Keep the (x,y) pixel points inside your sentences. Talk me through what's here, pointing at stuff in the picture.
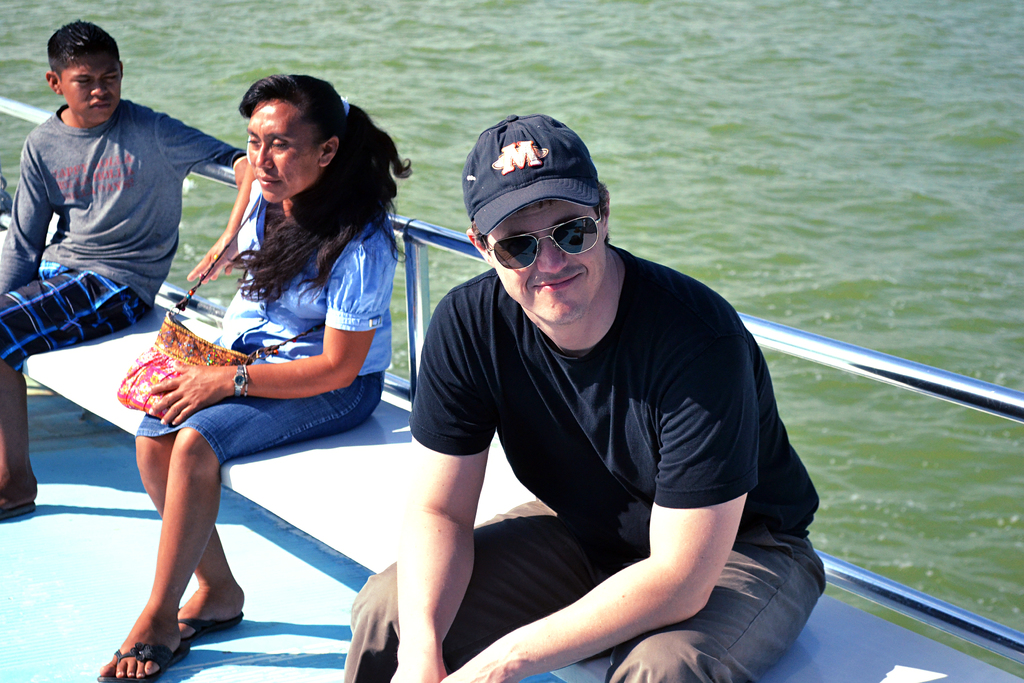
In this picture there is a man (519,397) wearing black color t-shirt (615,377) and cap (559,161) with sunglasses (576,248) is sitting in the boat (786,654), smiling and giving a pose in the camera. Beside there is a woman (296,377) wearing blue color shirt (333,327) sitting in the boat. In the background (741,73) there is silver pipe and green sea water (573,98).
